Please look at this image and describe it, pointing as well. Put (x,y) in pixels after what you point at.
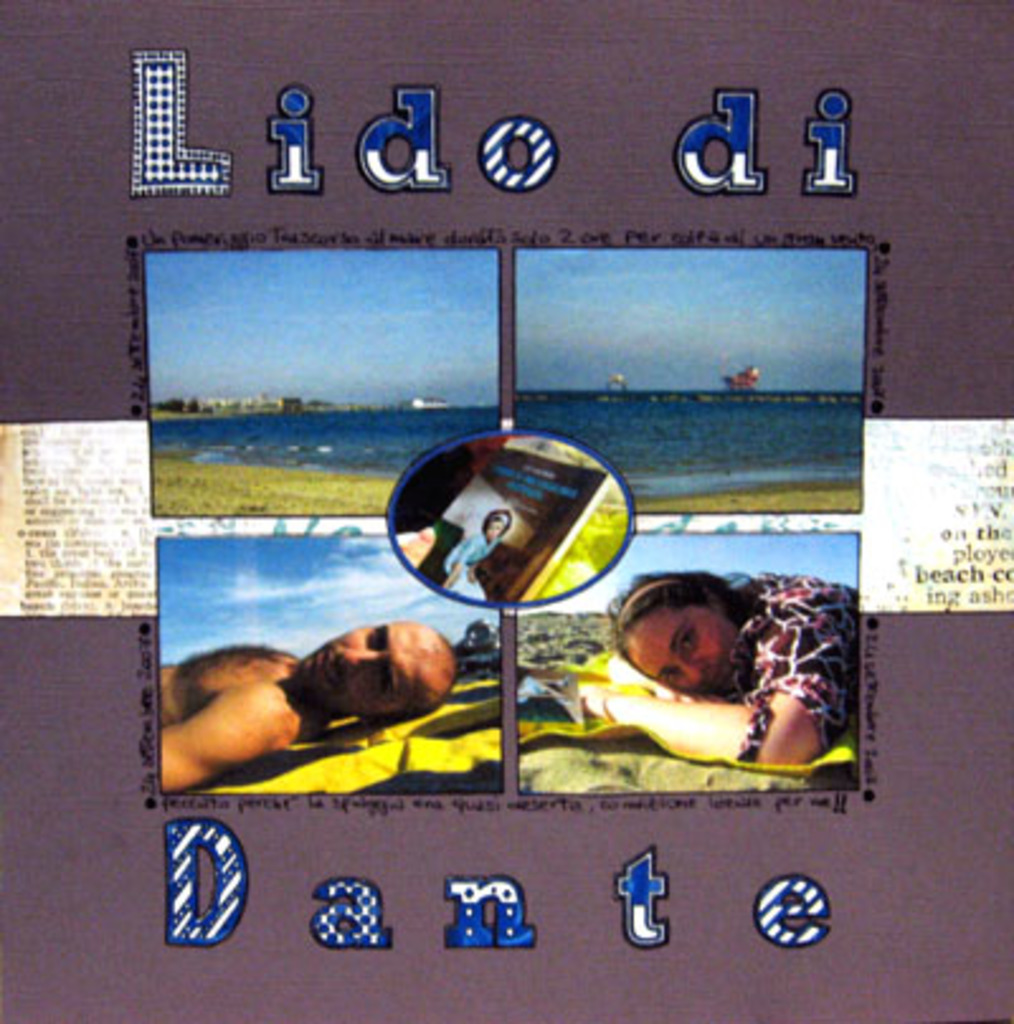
In this image we can see a collage. In the collage we can see the water (666,425), sand (267,498), sky (369,399) and two persons (267,669) lying. Around the collage we can see the text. At the top (510,184) and bottom we can see the text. On both sides of the image we can see images of papers (306,522) with text (969,489).
